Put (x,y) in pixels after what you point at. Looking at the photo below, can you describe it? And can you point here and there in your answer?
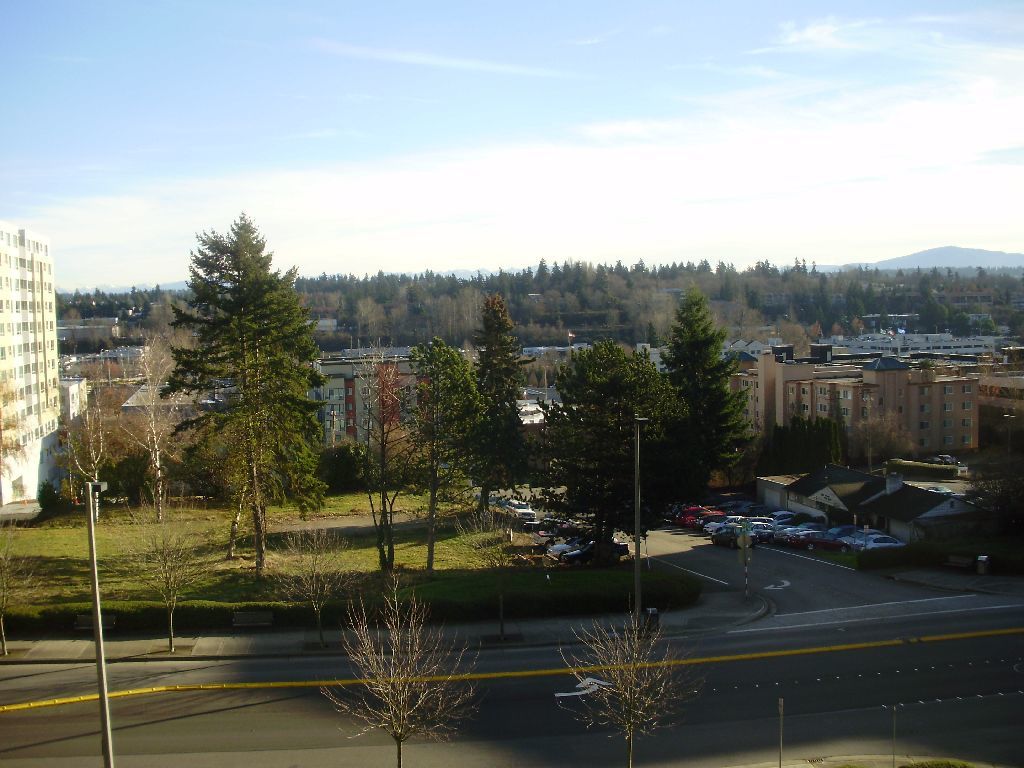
In this image there are trees (958,326) and buildings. At the bottom (542,653) there is a road (820,714) and we can see cars (795,525) beside the road (942,685). There are poles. In the background (835,257) there are hills (690,264) and we can see the sky (590,138).
